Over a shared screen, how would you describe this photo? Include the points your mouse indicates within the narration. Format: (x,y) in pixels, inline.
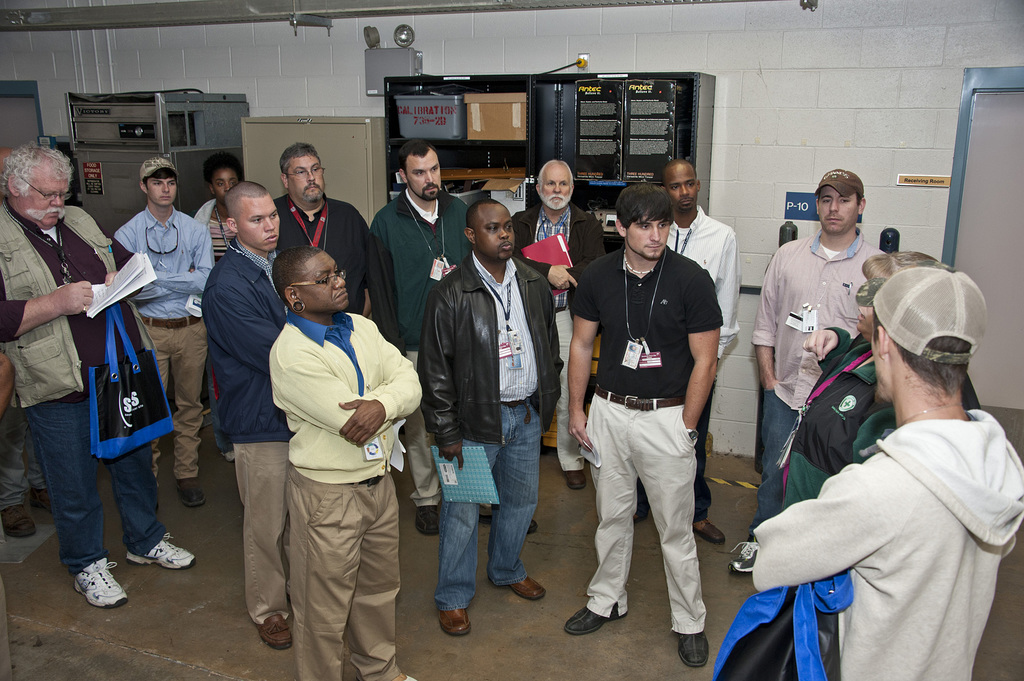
In this image, we can see some people (61,256) standing, at the background (390,116) there is a black color rack (532,144) and there is a white color wall (718,71).
